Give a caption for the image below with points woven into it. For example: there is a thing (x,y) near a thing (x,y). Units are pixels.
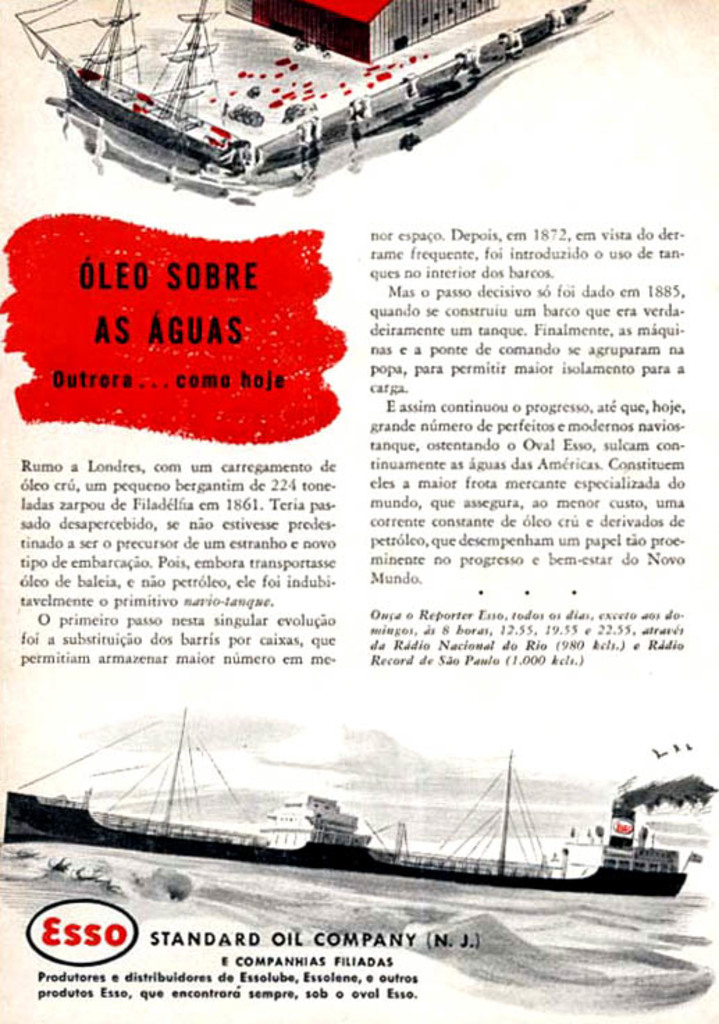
In this image we can see the poster (265,84). On the poster (180,69) at the top (77,22) we can see some boats (192,95), house (347,46). At the bottom of the poster (292,964) we can see boats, logo (59,950). In the middle of the poster (360,896) we can see some words (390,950).
